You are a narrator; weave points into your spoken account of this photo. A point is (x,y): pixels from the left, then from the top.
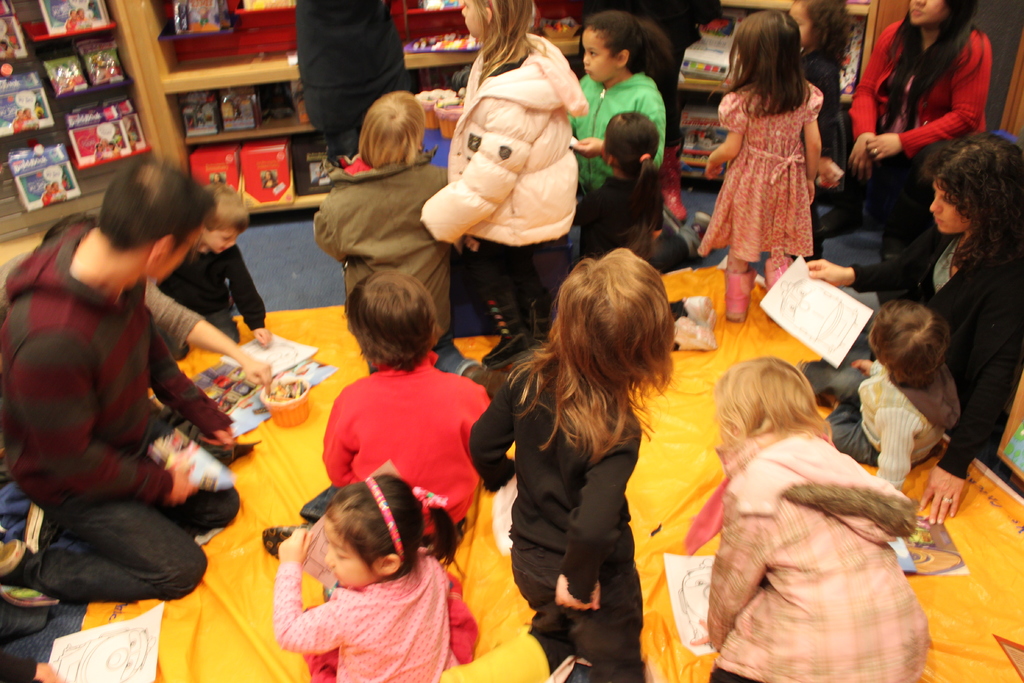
In the center of the image (409,364) we can see a group of people (422,258), some of them are holding paper (783,286) and some of them are doing arts (809,292). In the background of the image (161,90) we can see cupboards (301,123), shelves (161,90). In that we can see some books (229,113), cards (46,70). At the bottom of the image (272,604) we can see the floor (249,635).
